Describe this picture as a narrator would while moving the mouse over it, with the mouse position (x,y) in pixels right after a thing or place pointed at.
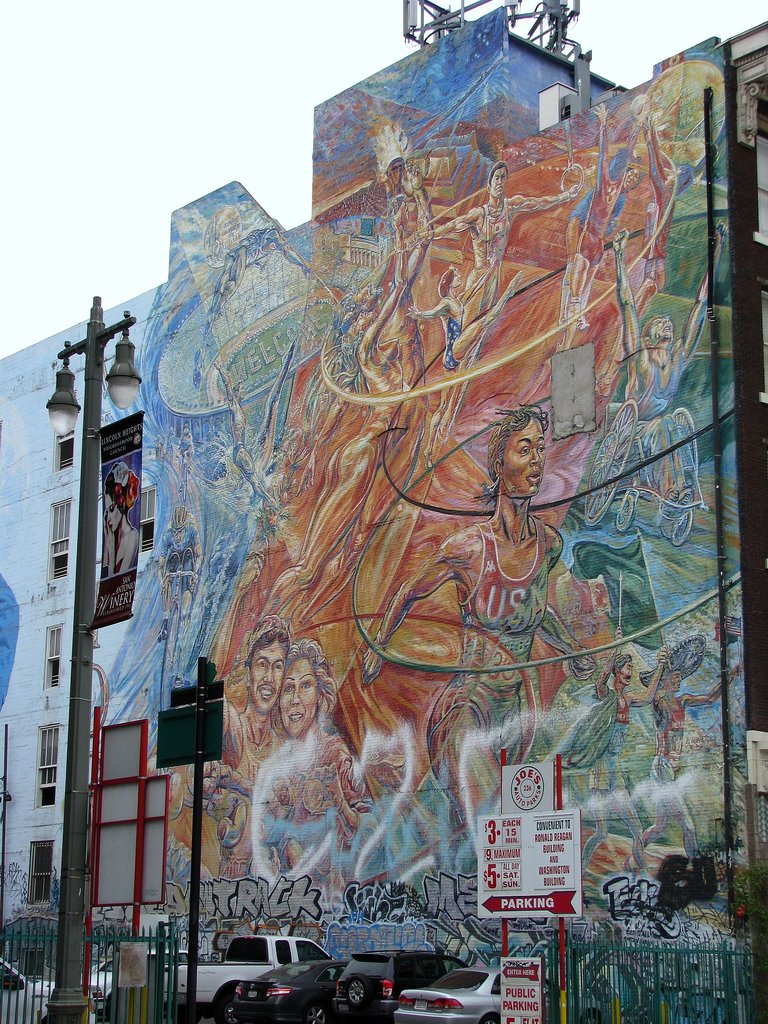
In this image, we can see an art (503,479) on the building (324,639). There is a street pole (89,555) on the left side of the image (87,501). There are boards (186,732) in the bottom left (211,754) and in the bottom right of the image (540,908). There are vehicles (349,989) at the bottom of the image (349,989). There is a sky (341,43) at the top of the image (341,43).
